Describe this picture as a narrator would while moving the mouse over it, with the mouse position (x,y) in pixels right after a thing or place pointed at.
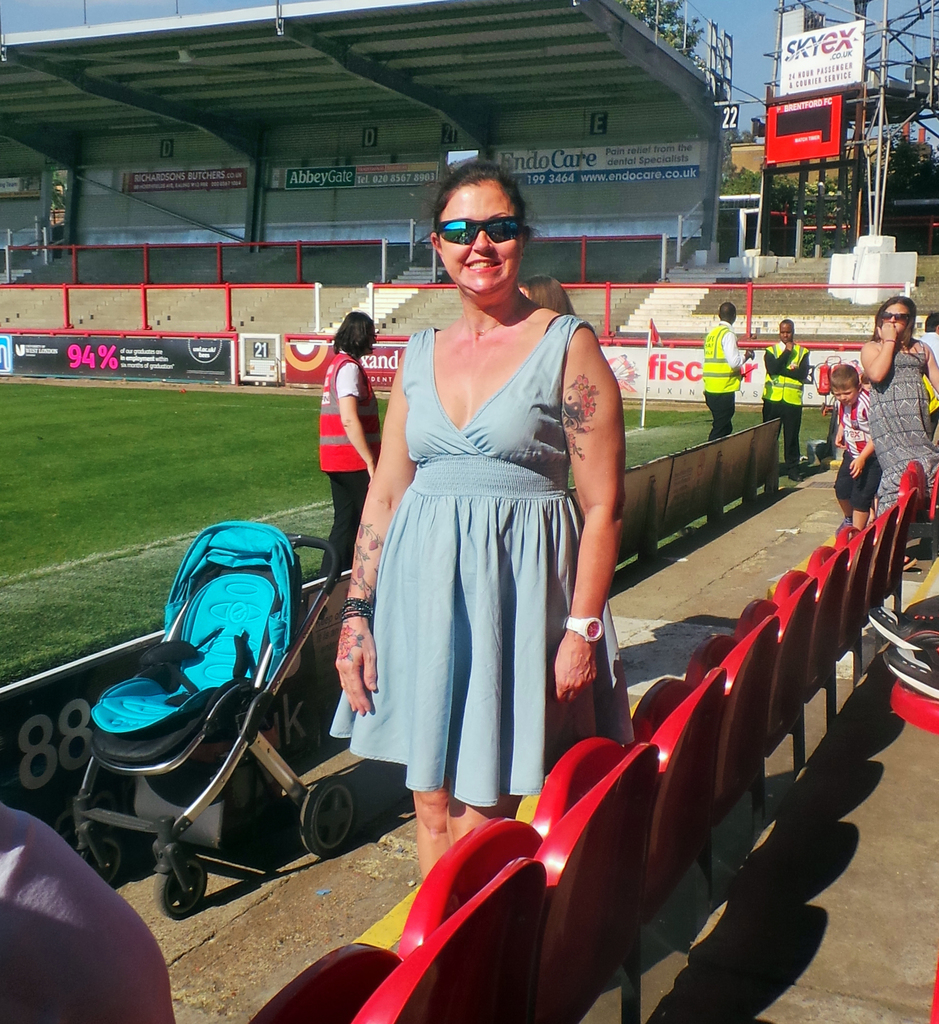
In this image, in the middle (422,571), we can see a woman (474,638) standing, there are some chairs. On the right side (836,480), we can see some people (895,423) standing. On the left side (234,709), we can see a baby trolley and there's grass (0,494) on the ground (111,586).
